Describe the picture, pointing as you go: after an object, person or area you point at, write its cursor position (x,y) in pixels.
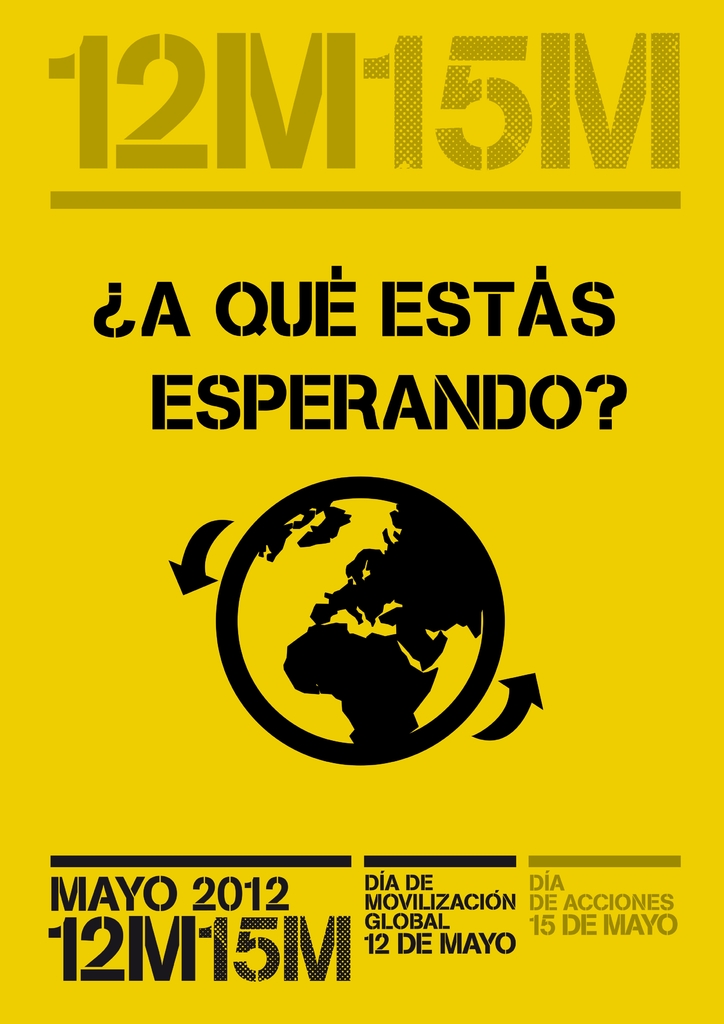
In the image there is a yellow poster (158,428) with an icon (352,525) and text (330,305) above and below it.
